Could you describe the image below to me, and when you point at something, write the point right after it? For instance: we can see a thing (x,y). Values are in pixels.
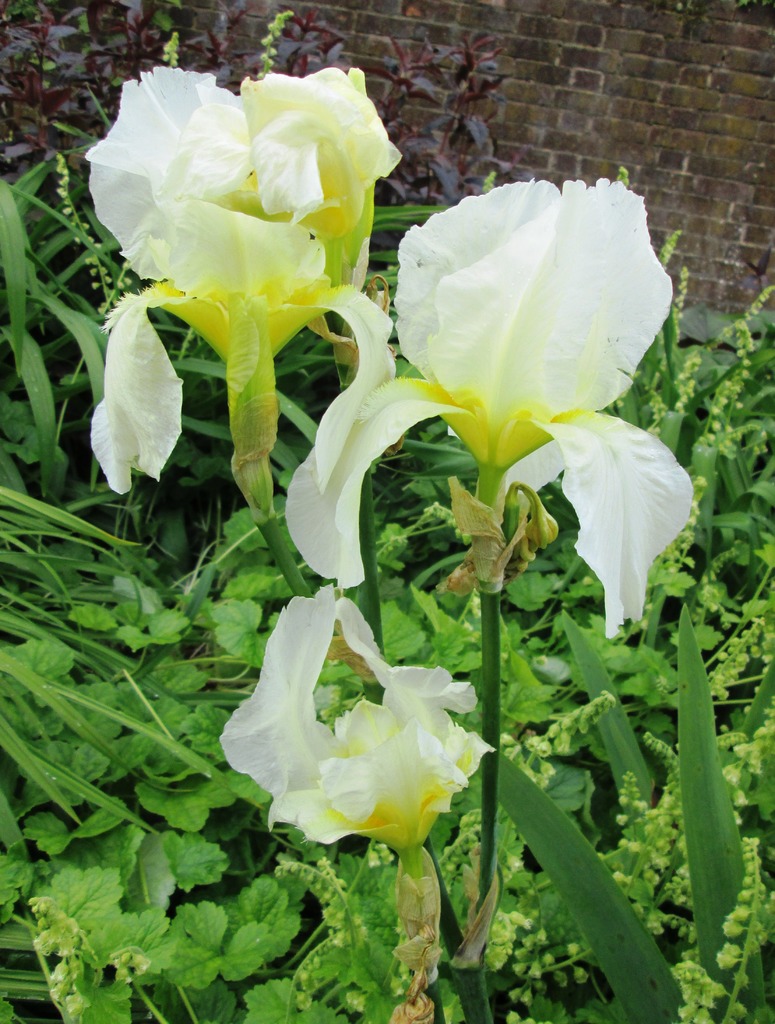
In this image we can see there are flowers (148,151), behind it there are various plants (109,579) and in the background (743,122) there is a brick wall (557,132).
